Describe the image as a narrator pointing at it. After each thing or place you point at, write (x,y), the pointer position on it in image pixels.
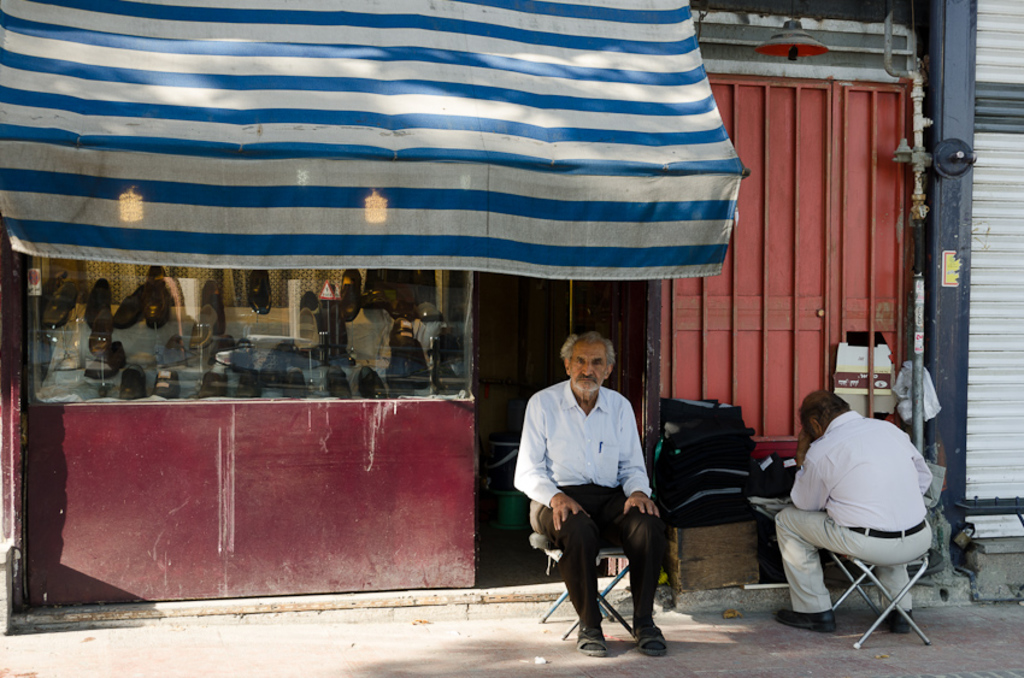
In-front of this store (640,356) these two people (581,505) are sitting on chairs (873,566). In-front of them there are clothes (761,465). Through this glass (268,384) we can see shoes (100,310). This is a tent (415,114). Here we can see a shutter (1000,447) and lock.
